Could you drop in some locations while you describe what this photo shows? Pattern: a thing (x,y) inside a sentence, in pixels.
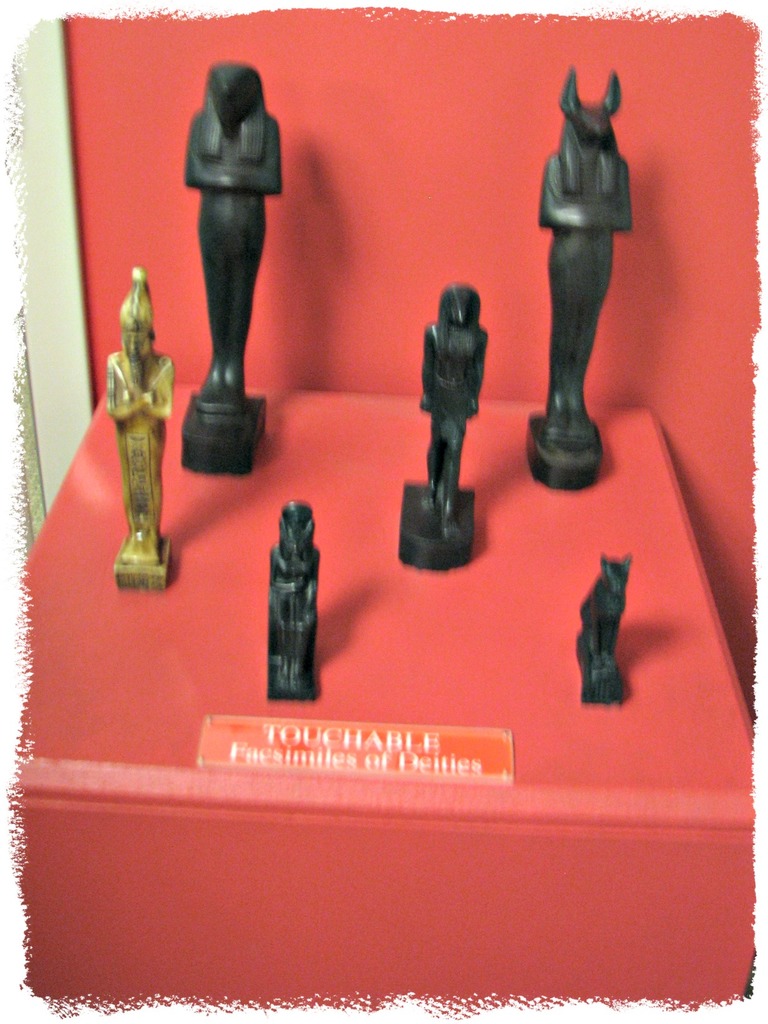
In this picture we can see statues (218,177) and a name plate (423,726) and these are placed on a red platform (301,473).
